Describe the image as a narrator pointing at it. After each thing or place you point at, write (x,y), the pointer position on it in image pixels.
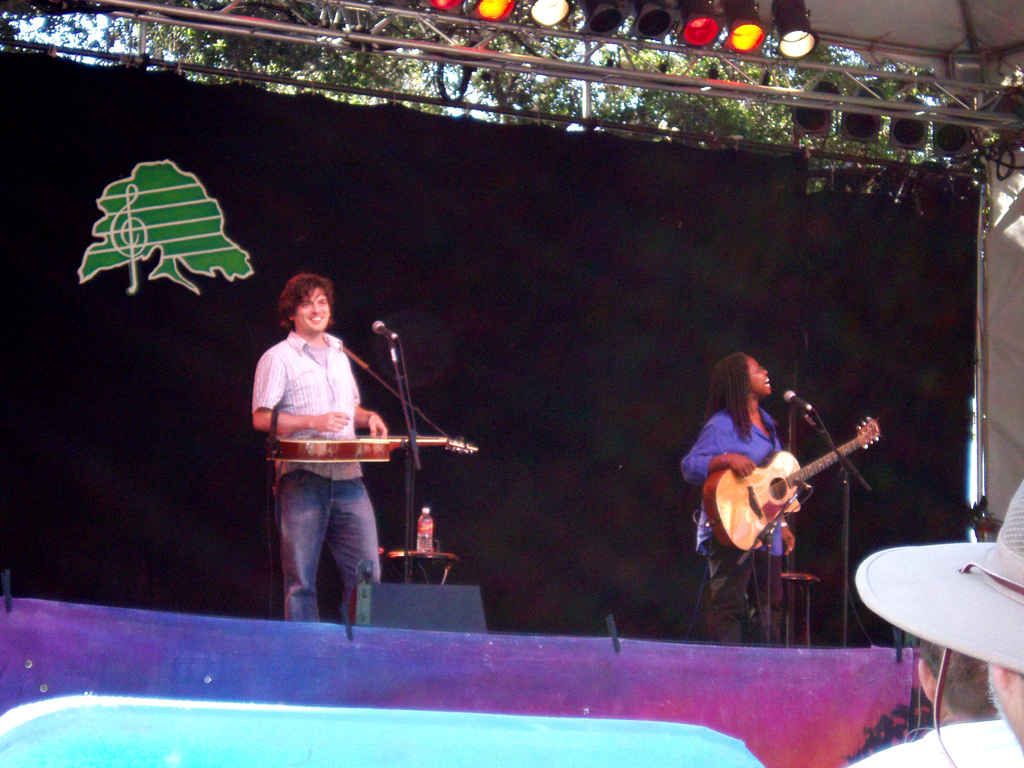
In this image i can see two persons (707,473) who are playing guitar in front of them there are microphones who are standing on the stage (242,661) and at the top of the image (753,5) there are some lights (760,43).
